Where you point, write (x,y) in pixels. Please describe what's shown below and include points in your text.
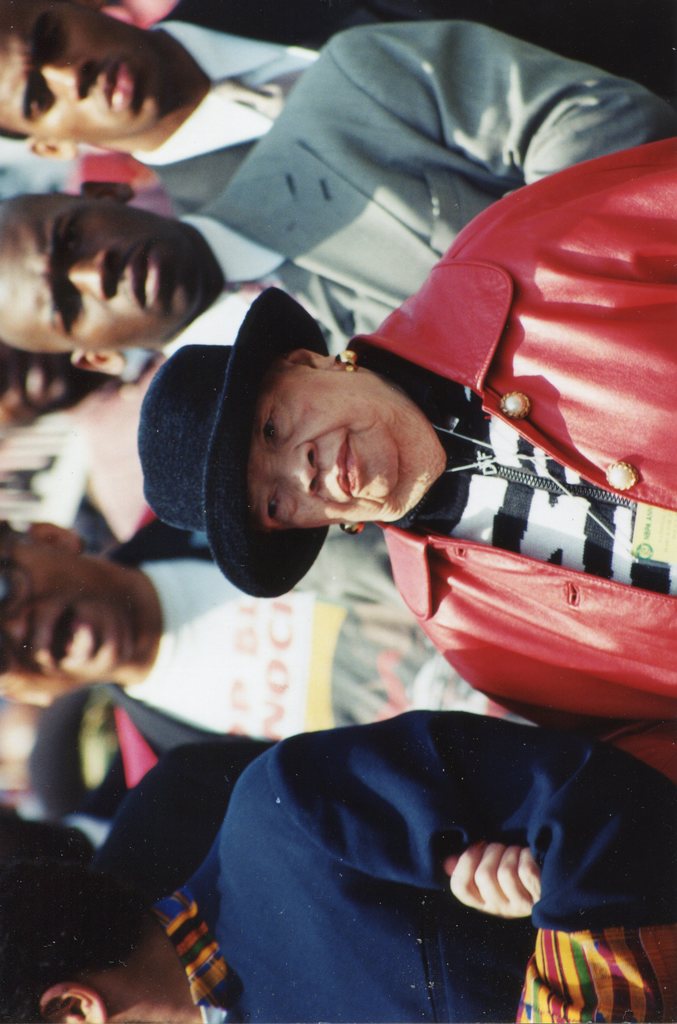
In the middle of the image (317,625) few people (603,702) are standing and watching.
